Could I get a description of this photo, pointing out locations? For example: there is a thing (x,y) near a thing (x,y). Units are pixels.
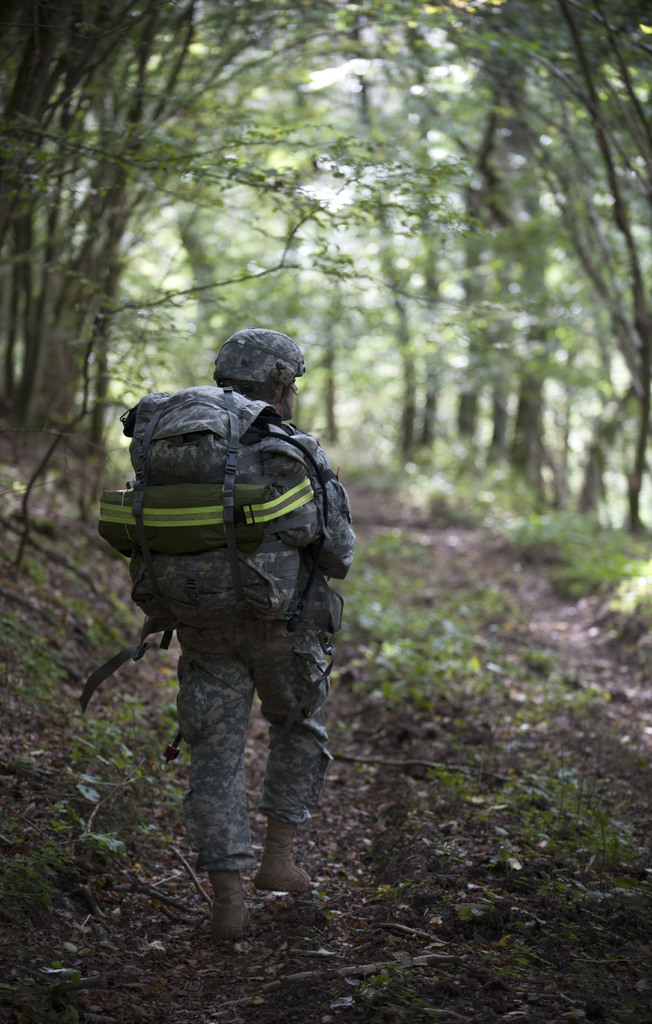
In this image we can see a person (208,787) wearing uniform (200,752) is holding a bag (273,523) and walking. In the background (391,171) we can see trees (372,173).
